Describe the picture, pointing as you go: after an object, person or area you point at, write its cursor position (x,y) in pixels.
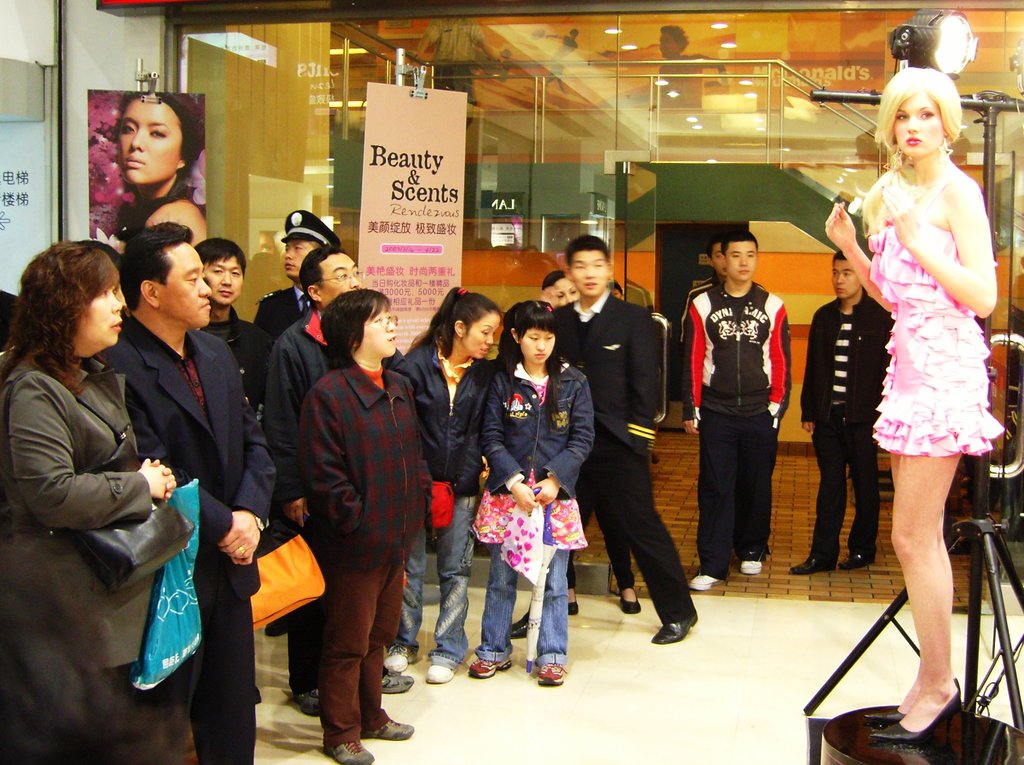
In this image we can see the people (373,457) standing on the floor (801,607) and we can see a stand (956,747) with a person (916,487). In the background (584,86), we can see the door (1002,370) and glass (962,507). And there are banners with text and the other banner (114,163) with an image (154,162) attached to the wall (72,172). Through the glass (543,34) we can see the lights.
